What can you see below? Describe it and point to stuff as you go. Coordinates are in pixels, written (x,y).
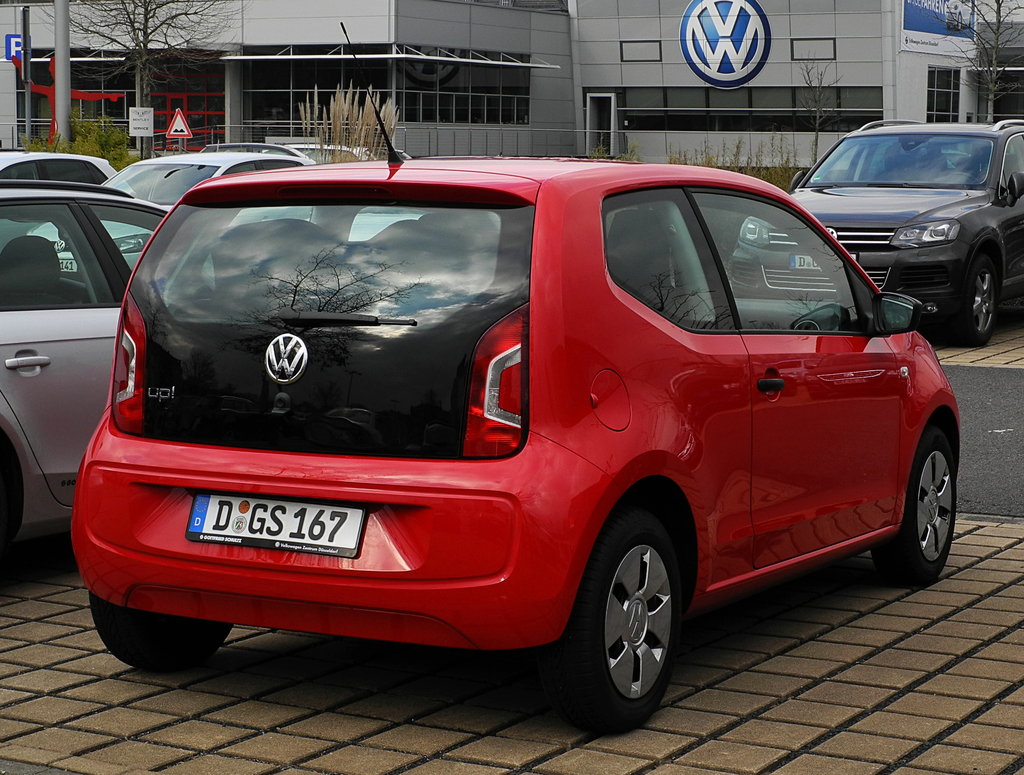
In this image there are cars (587,297) parked in a parking area (791,658), in the background (235,20) there is a car show room (419,78) and there are trees (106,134).
